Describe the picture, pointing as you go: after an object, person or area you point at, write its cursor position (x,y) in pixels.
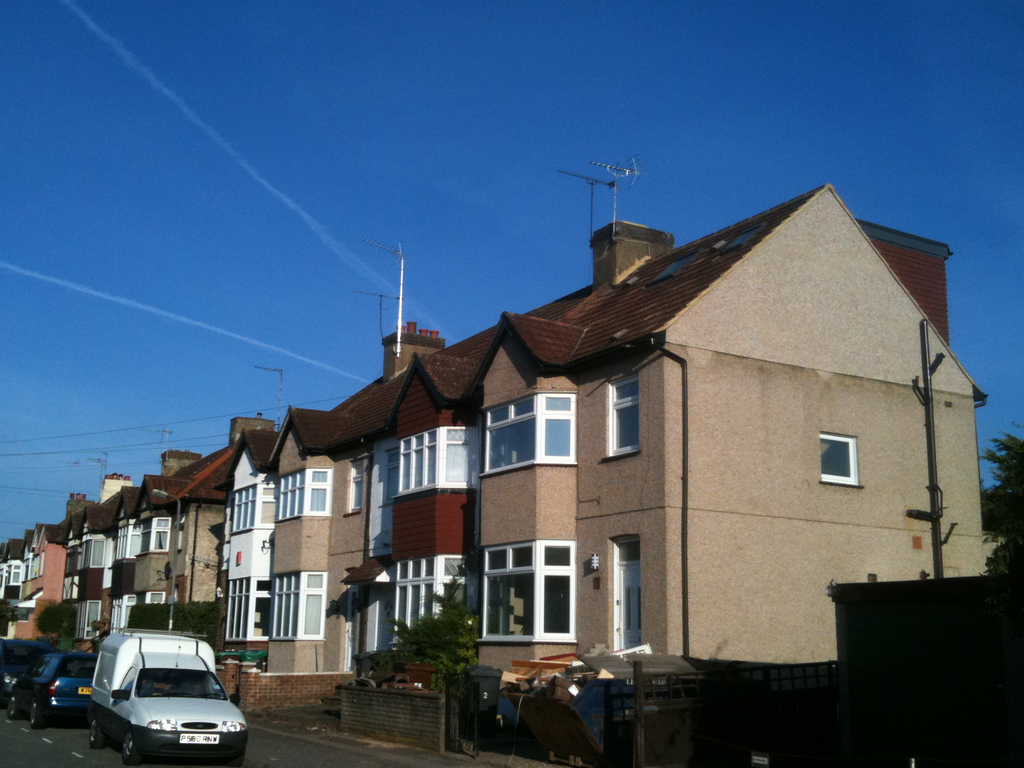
In the image there are many houses (437,533) and in front of the houses (311,598) there are few vehicles (111,684).
